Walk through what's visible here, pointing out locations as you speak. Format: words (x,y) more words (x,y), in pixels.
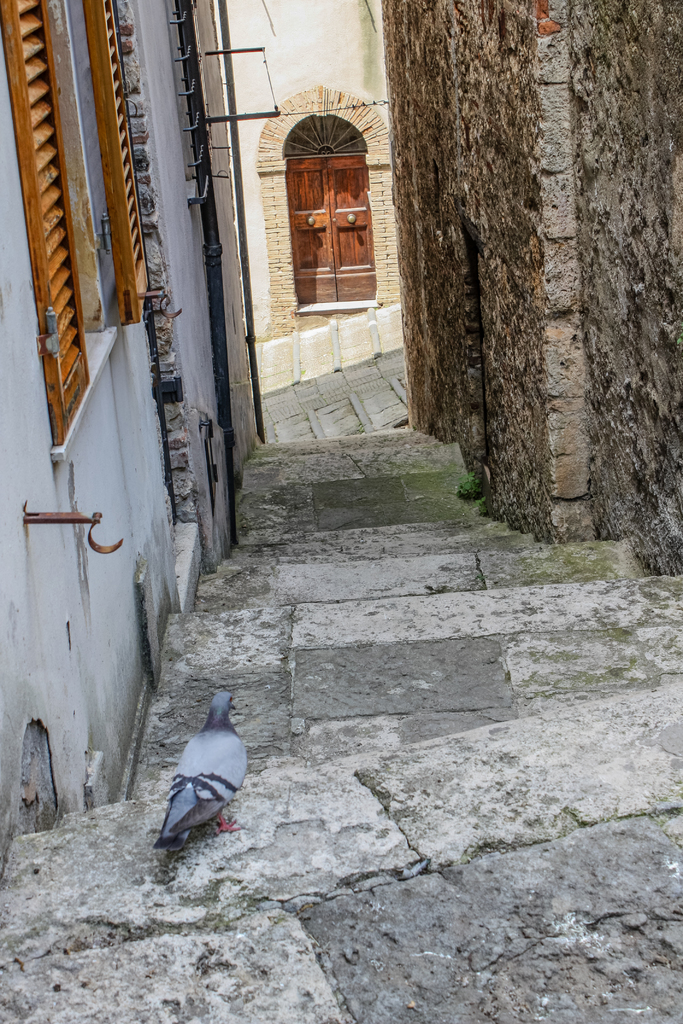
In this picture I can see there is a pigeon (243,761) here on the stairs (381,453) and there are buildings (628,345) on both the sides and there is a window (78,161).
